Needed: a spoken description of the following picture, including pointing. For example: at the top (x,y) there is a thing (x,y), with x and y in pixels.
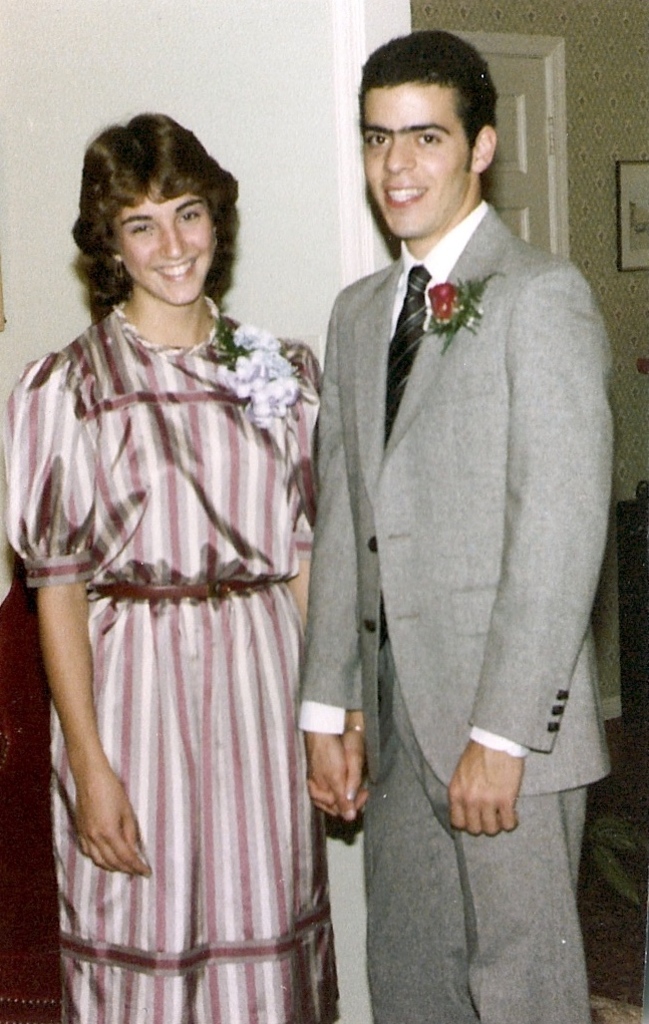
In the background (639,294) we can see the wall (392,239), frame (625,239) and it looks like a door (523,135). We can see a man (599,396) and a woman (35,577) standing. They both are smiling.
